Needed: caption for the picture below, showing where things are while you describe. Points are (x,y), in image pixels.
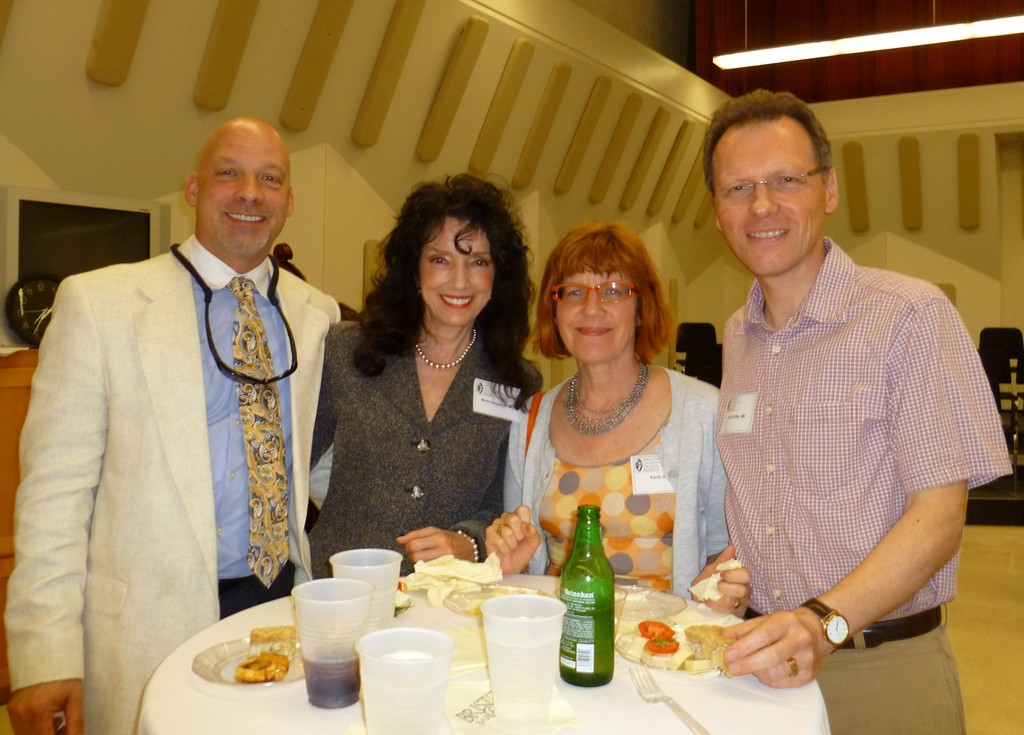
There are glasses (507,628), food items (285,630) and a bottle (588,596) present on the surface (285,731) which is at the bottom of this image (285,731). There are four people (450,417) standing in the middle of this image (405,327). We can see a wall (409,176) in the background (629,220). There is a light (786,61) at the top of this image (875,50).
